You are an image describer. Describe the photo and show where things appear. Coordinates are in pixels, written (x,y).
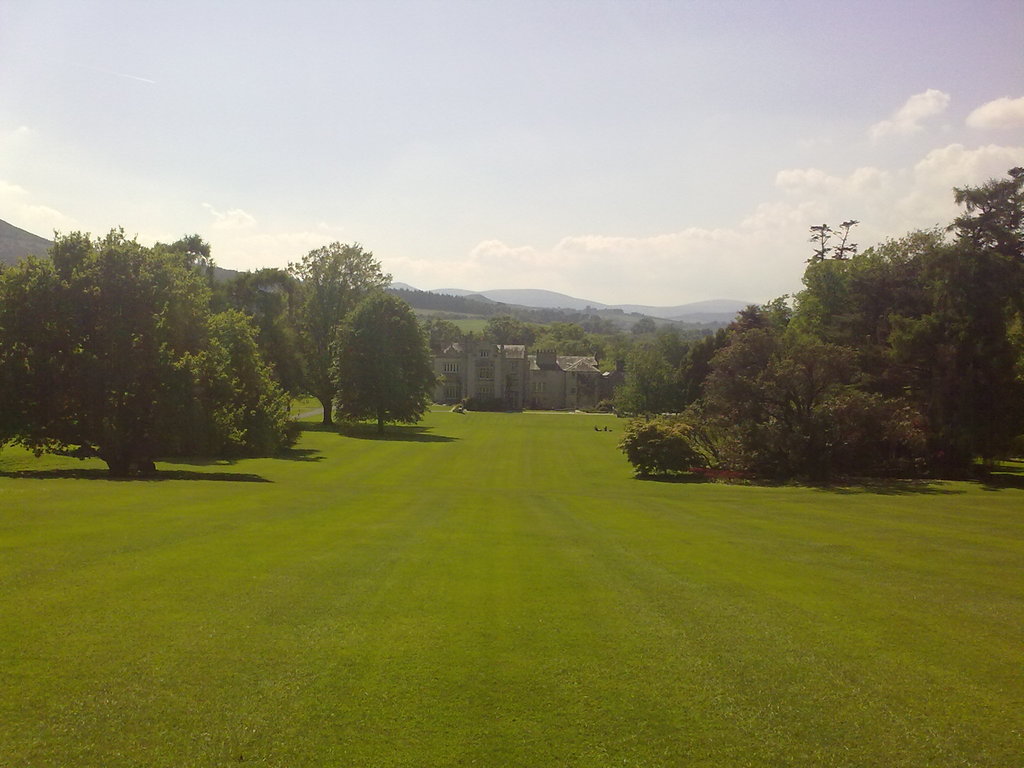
In this image there is the sky (545,134) truncated towards the top of the image (399,101), there are clouds (775,221) in the sky (951,137), there are mountains (480,301) truncated towards the left of the image (14,242), there are trees (599,344), there are trees (849,326) truncated towards the right of the image (911,331), there are trees (186,283) truncated towards the left of the image (316,416), there is a building (488,383), there is the grass (390,593) truncated towards the bottom of the image (527,626).
